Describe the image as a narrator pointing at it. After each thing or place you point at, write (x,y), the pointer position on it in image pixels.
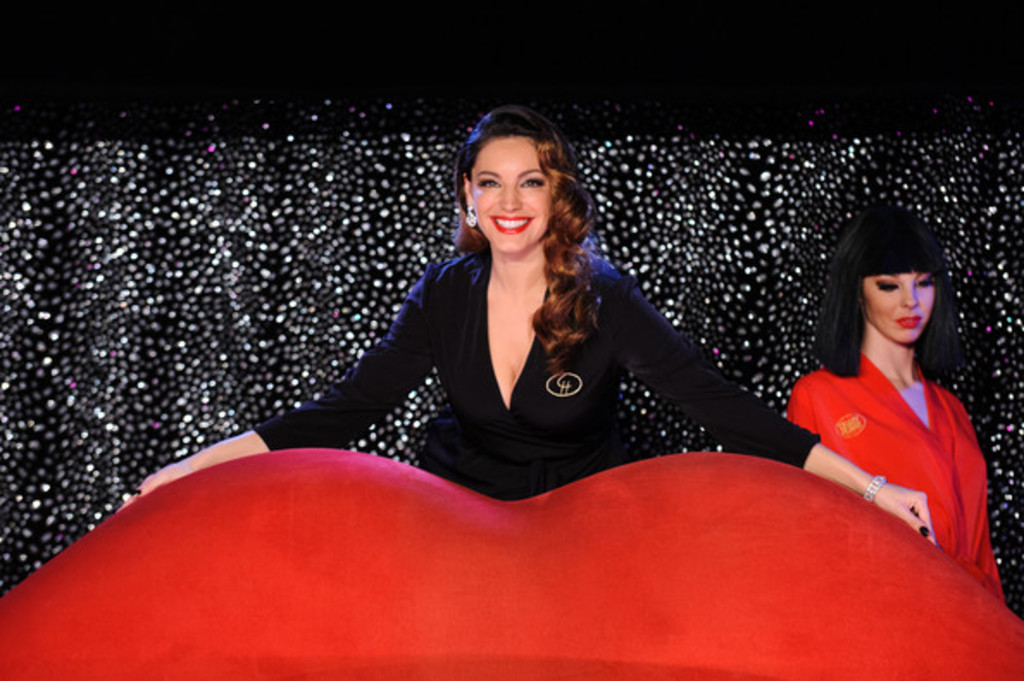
In this image there are two ladies (458,352) standing, one with a smile on her face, one of them has placed her hand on the object (485,549) which is in red color, behind them there are lights (193,277).
